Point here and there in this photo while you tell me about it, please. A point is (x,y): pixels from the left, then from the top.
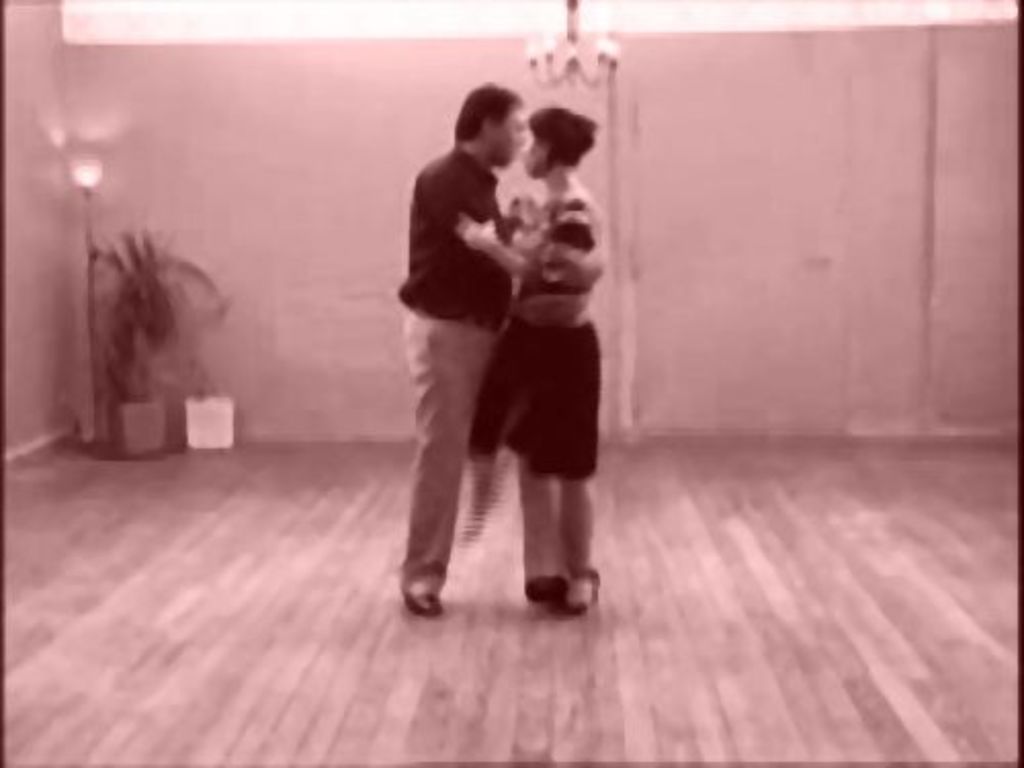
This is blur image, in this picture there are people (533,599) and we can see plant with pot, white object (202,432) and light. In the background of the image (487,61) we can see wall (924,228).
